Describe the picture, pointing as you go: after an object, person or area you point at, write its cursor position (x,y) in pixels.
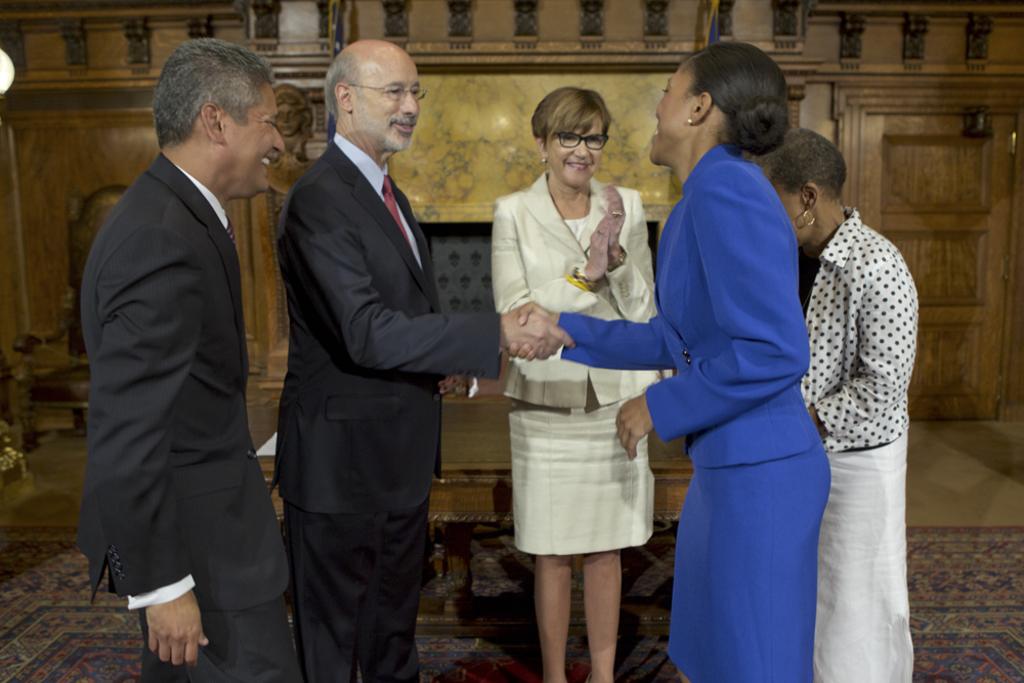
This picture seems to be clicked inside the hall (25,182). On the left (251,188) we can see a person (237,315) wearing suit (210,311), smiling and standing. In the center (384,235) we can see a man (384,178) wearing suit (384,238), smiling and on the right (758,131) we can see a person (712,276) wearing blue color dress (732,360) standing and both of them are shaking their hands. In the background (584,178) we can see the two persons (856,331) standing on the floor (912,595) and we can see the wooden door (962,251), floor mat (949,547) and some other objects (488,417).
